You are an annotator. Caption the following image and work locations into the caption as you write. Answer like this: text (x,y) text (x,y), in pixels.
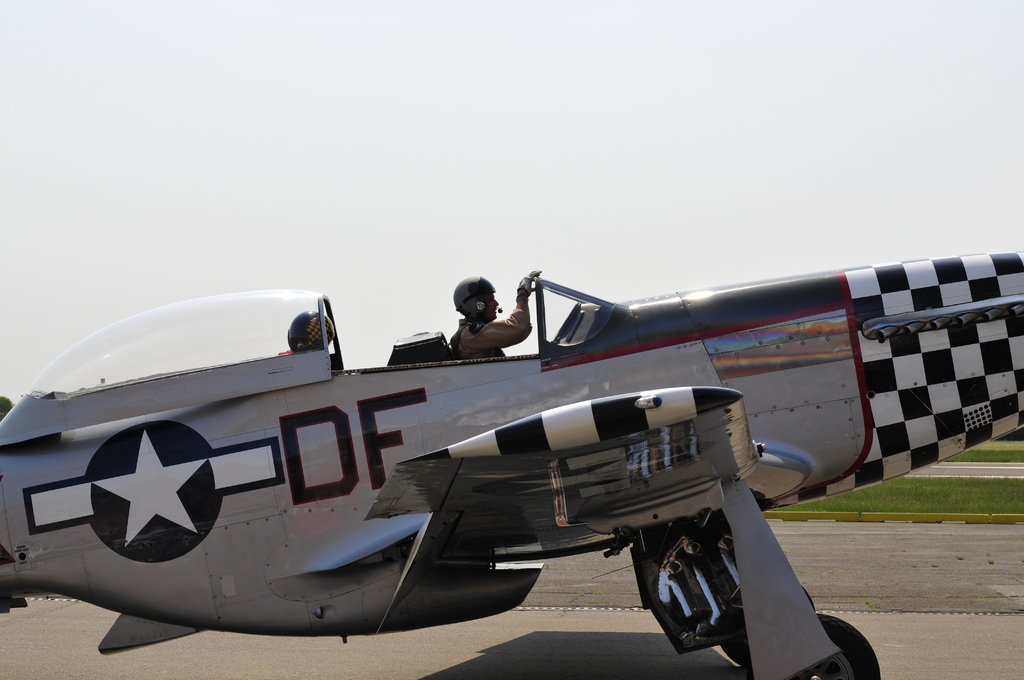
Here we can see two persons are sitting on a plane (512,393) which is on the road (983,644). In the background (937,498) there is grass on the ground (903,595) and sky (663,239). On the left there is a tree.
